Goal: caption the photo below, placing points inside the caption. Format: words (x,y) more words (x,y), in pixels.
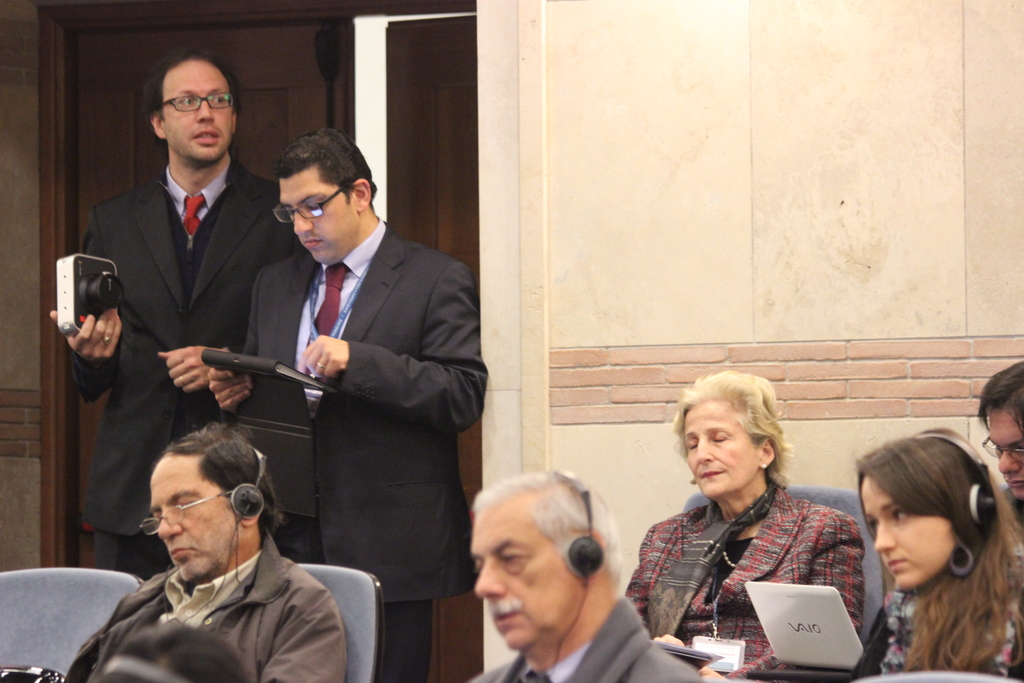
In this picture we can see a laptop (769,617), headsets (248,491), spectacles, tab (277,361), camera (108,301) and some people (913,504) sitting on chairs (64,574) and two men (172,196) wore blazers (150,232), ties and standing and in the background (353,67) we can see the wall (484,136) and doors (322,118).
